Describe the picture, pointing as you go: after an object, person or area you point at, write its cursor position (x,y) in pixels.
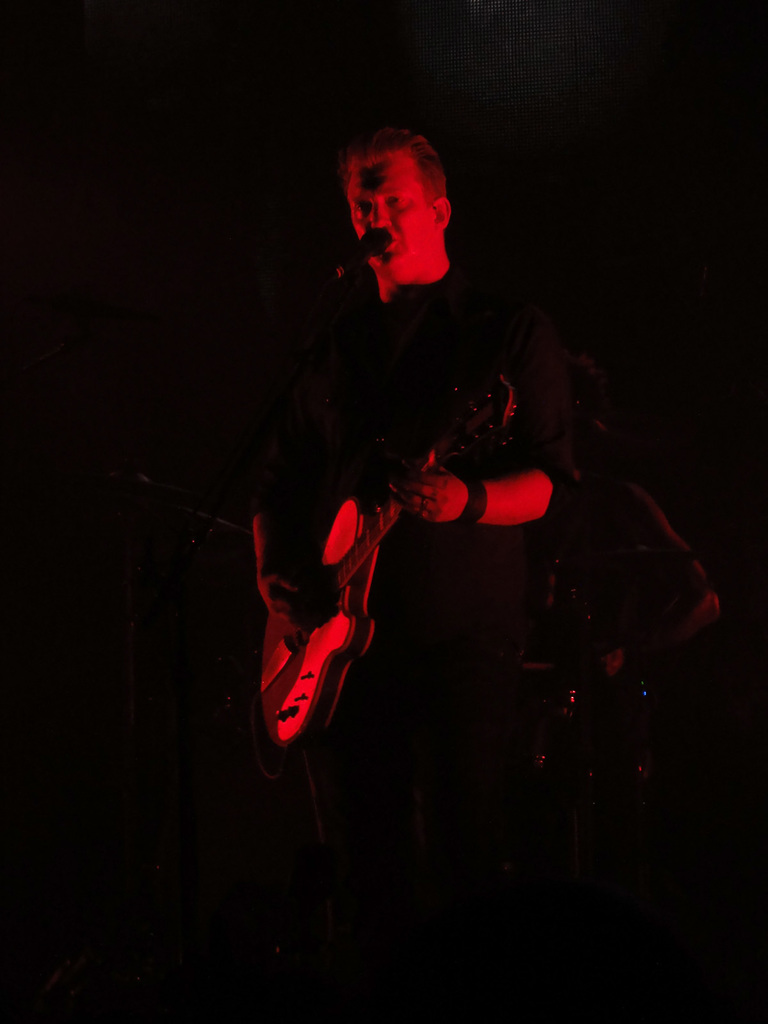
In the image a person (340,750) is standing and holding a guitar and there is a microphone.
